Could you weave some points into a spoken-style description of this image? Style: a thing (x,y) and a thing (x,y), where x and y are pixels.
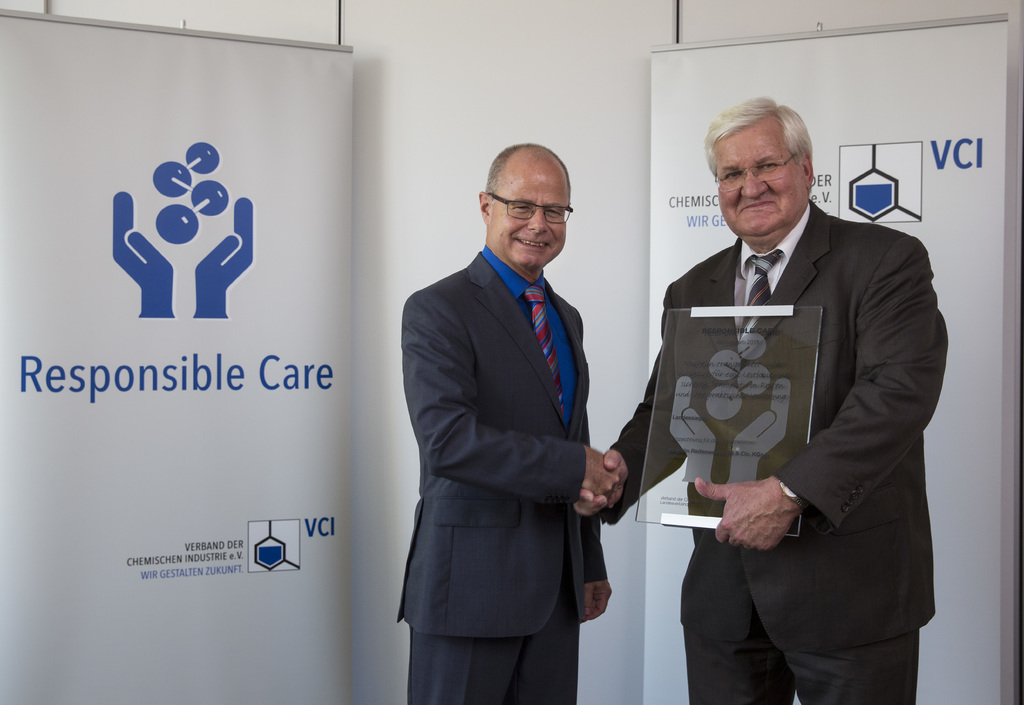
In this picture we can see two men (635,425) wore spectacles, blazers (827,244), ties (538,324), shaking hands (620,490), standing, smiling and a man (742,160) holding a glass object (761,334) with his hand (737,500) and in the background (462,111) we can see the wall (470,83), banners (143,168).
